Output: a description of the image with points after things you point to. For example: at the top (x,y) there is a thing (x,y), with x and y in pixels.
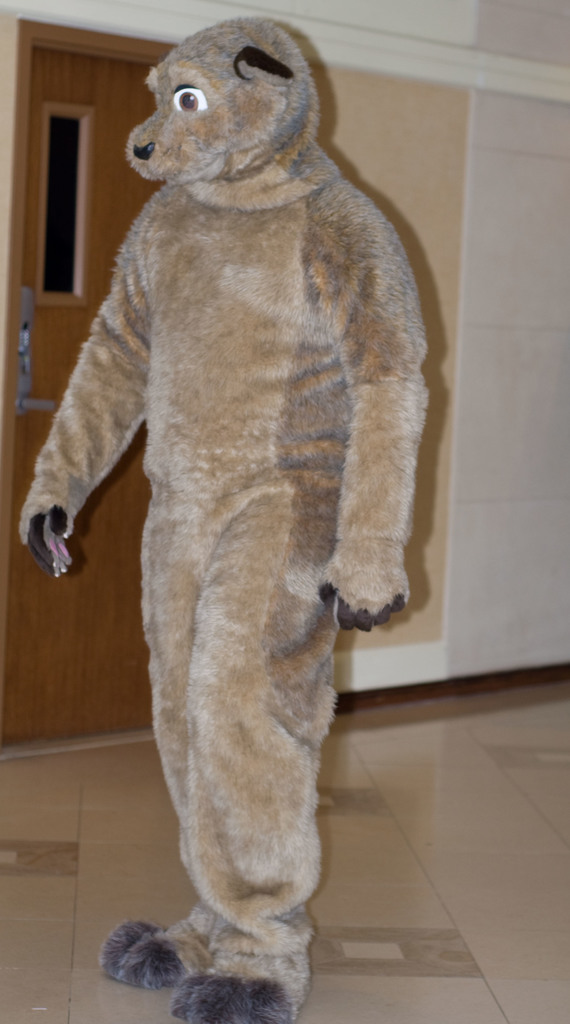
In this picture there is a person (242,41) with costume (301,392). At the back (14,247) there is a door (164,47) and there is a wall (506,366). At the bottom (414,845) there is a floor (432,848).
